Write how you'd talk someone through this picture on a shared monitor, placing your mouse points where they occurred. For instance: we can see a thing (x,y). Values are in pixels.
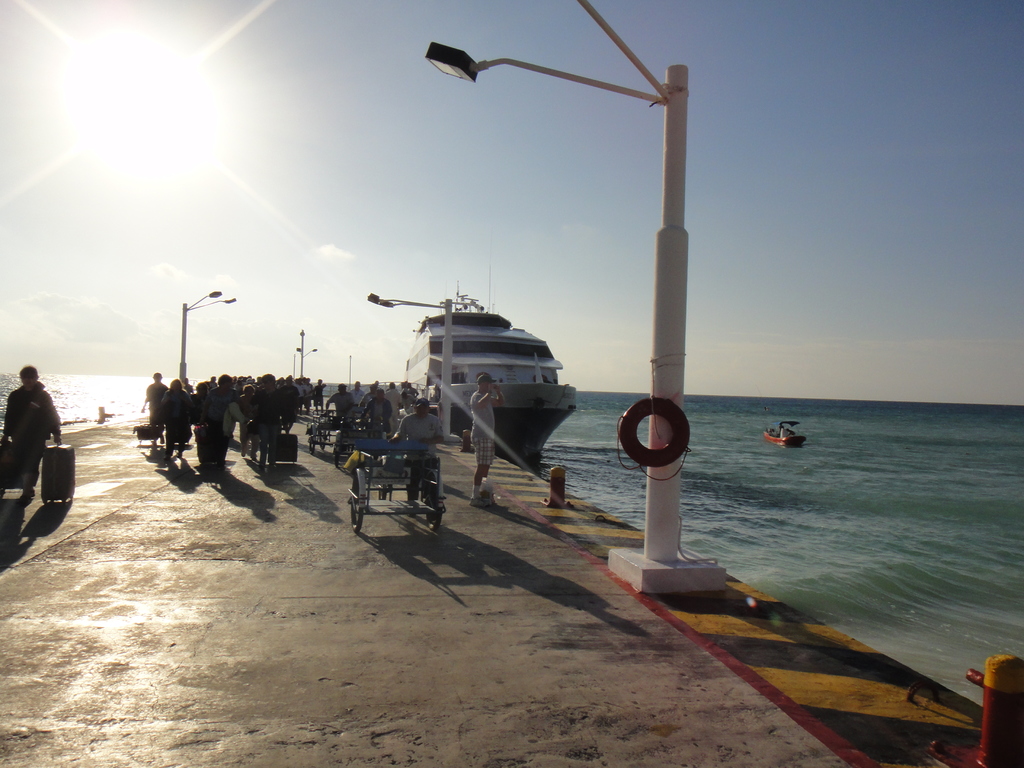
This image consists of many people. It looks like it is clicked near the ocean (829,437). In the middle (488,353), there is a ship (549,421). On the right (962,569), there is water (823,487). And we can see a small boat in the water (780,401). At the top (395,102), there is sky (623,257). In the front (609,31), we can see a pole (622,43) along with light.
